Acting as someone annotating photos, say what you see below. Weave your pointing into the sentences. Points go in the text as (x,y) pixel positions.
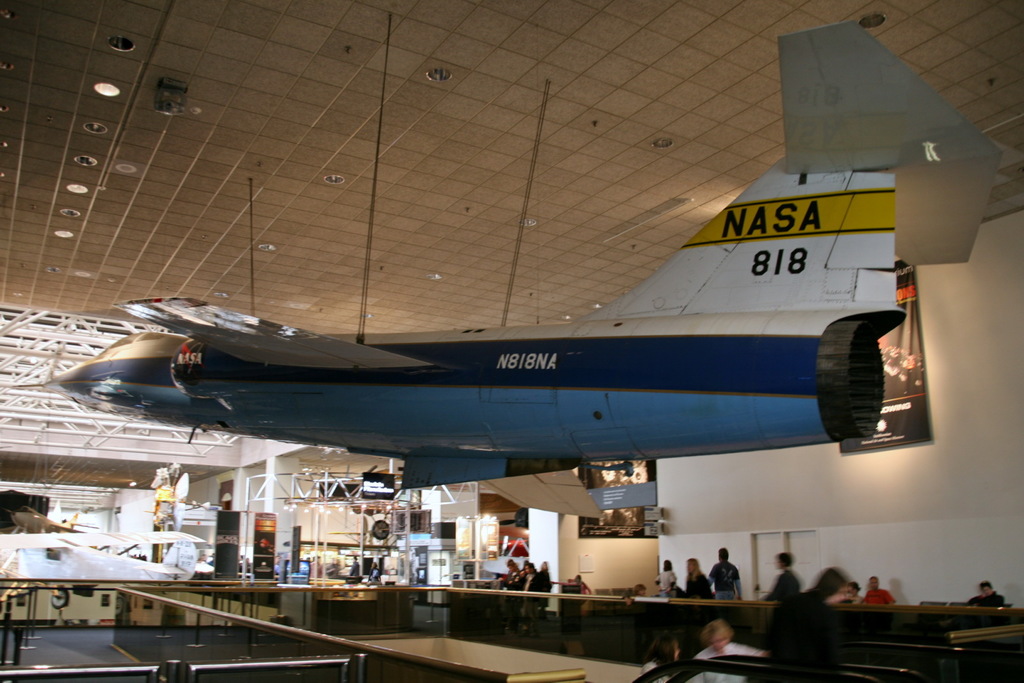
In this picture we can see some people (817,605), there is an aircraft (526,412) in the front (536,379), in the background (120,326) we can see some metal rods (70,352) and another aircraft (94,536), there are some lights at the top of the picture (100,113), we can also see a board (628,498) in the background (618,494).
